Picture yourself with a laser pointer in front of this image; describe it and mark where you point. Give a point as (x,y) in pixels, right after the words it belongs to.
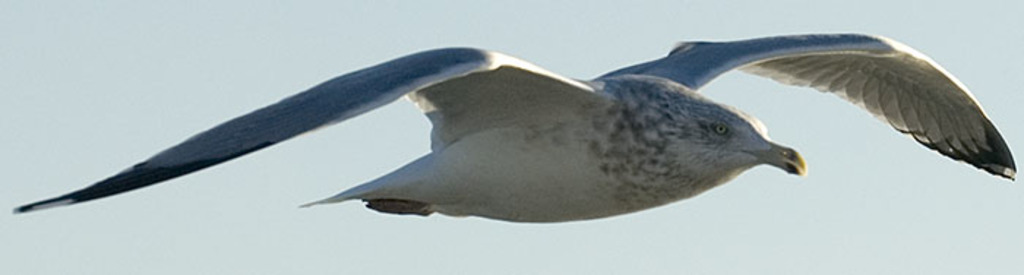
In this image there is a bird (567,159) in the air (518,256).
